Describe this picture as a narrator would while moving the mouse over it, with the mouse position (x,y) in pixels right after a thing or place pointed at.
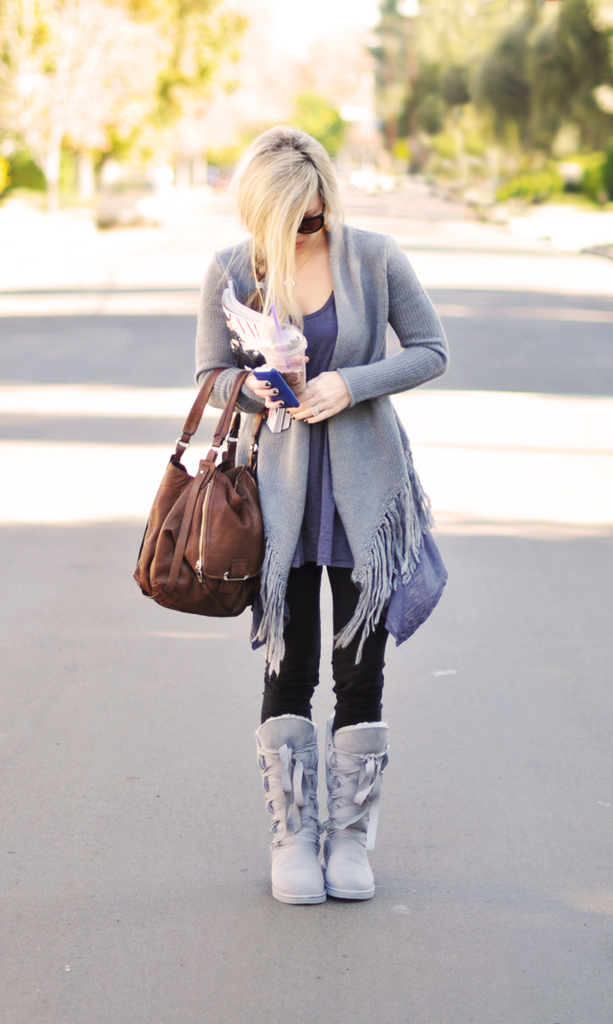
A woman (314,284) wearing a goggles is holding a glass (292,360), mobile (281,399), handbag (209,510) and some books (253,340). She is wearing a boots (299,767) and she is standing on a road (485,385). In the background (412,81) there are some trees (86,93).
